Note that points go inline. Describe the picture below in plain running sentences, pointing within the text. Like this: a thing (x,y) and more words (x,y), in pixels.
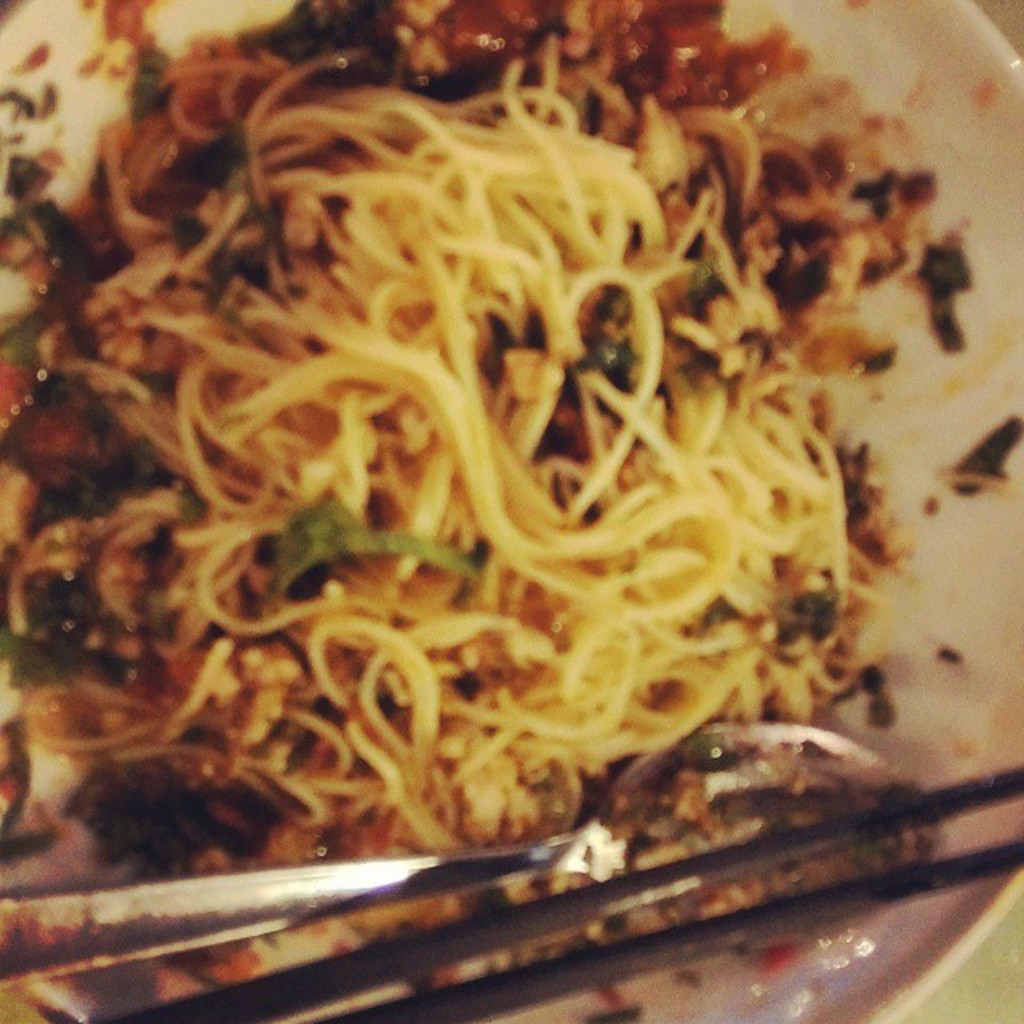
In this picture I can see a food item (606,693), spoon (817,740) and chopsticks (988,860) on the plate (872,617).
